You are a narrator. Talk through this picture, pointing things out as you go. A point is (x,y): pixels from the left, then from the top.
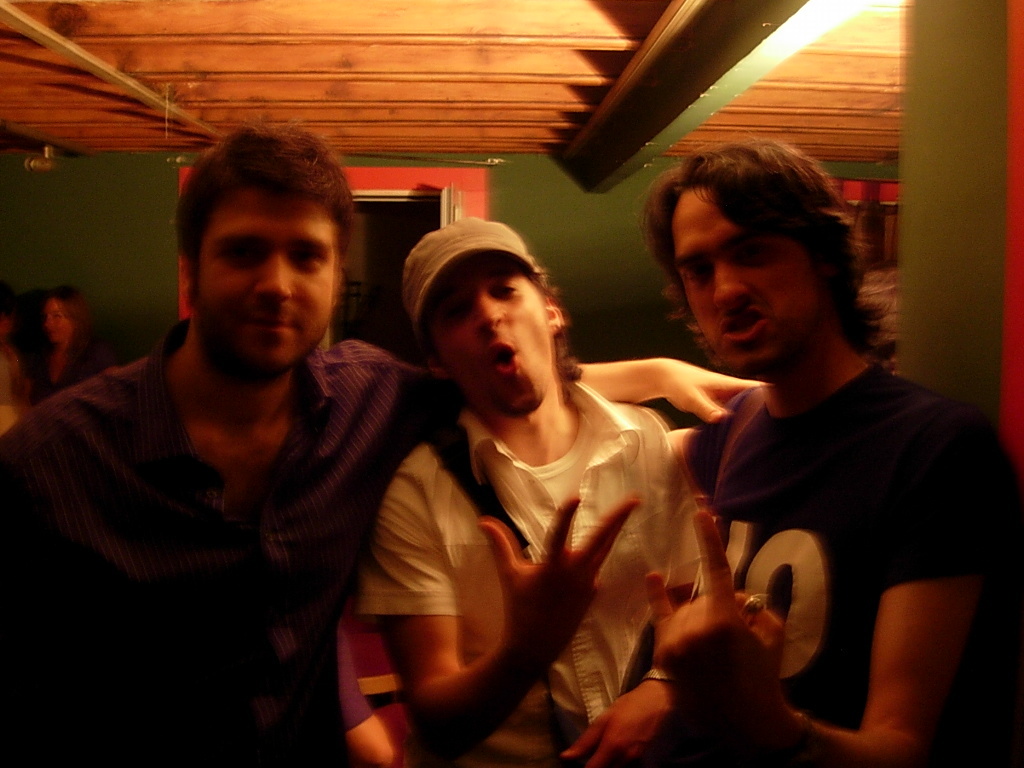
As we can see in the image there is wall (609,212), door (414,207), lights (799,19) and three people (604,494) standing in the front (604,494). The image is little dark.
